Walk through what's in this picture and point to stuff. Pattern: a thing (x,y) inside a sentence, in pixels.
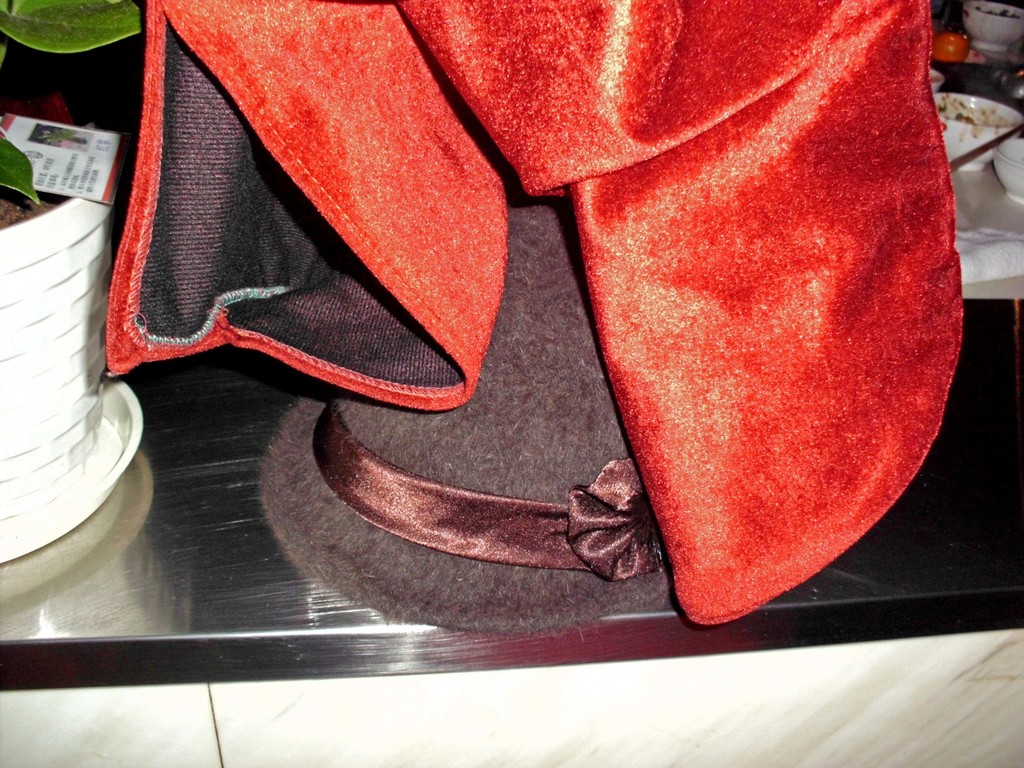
In this image there is a cabinet (120,706) on that there is a hat (378,497), cloth (282,182) and a plant pot (35,299) and there are some bowls (968,147).
